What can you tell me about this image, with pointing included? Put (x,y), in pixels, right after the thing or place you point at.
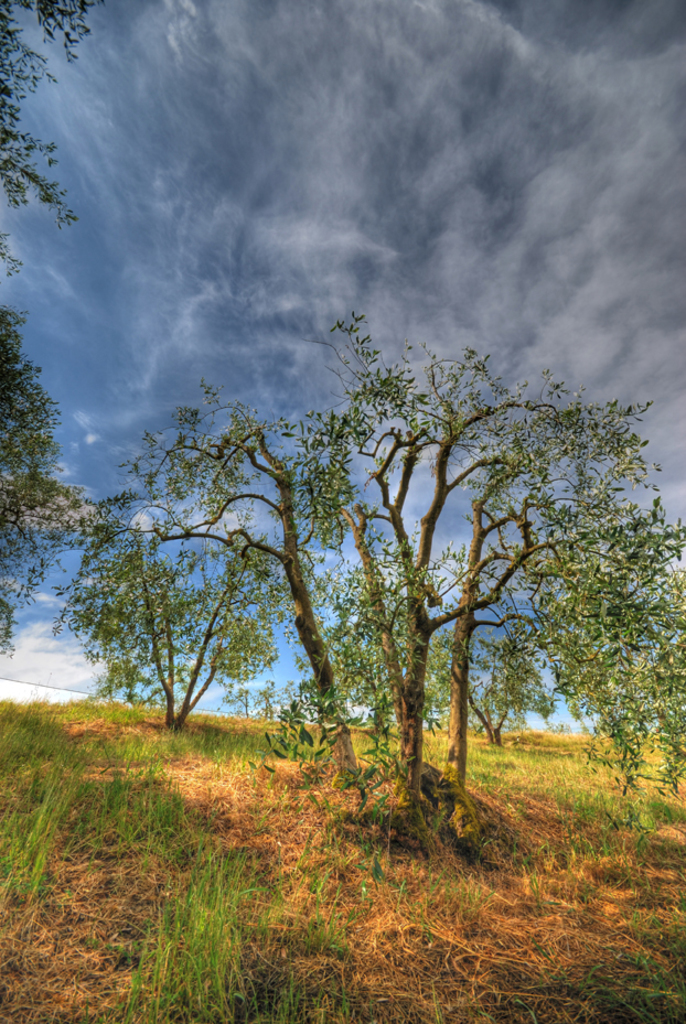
There are trees (368,684) and grass (195,735) on the ground (330,837). In the background (685,343), there are clouds (333,261) in the blue sky (311,544).
